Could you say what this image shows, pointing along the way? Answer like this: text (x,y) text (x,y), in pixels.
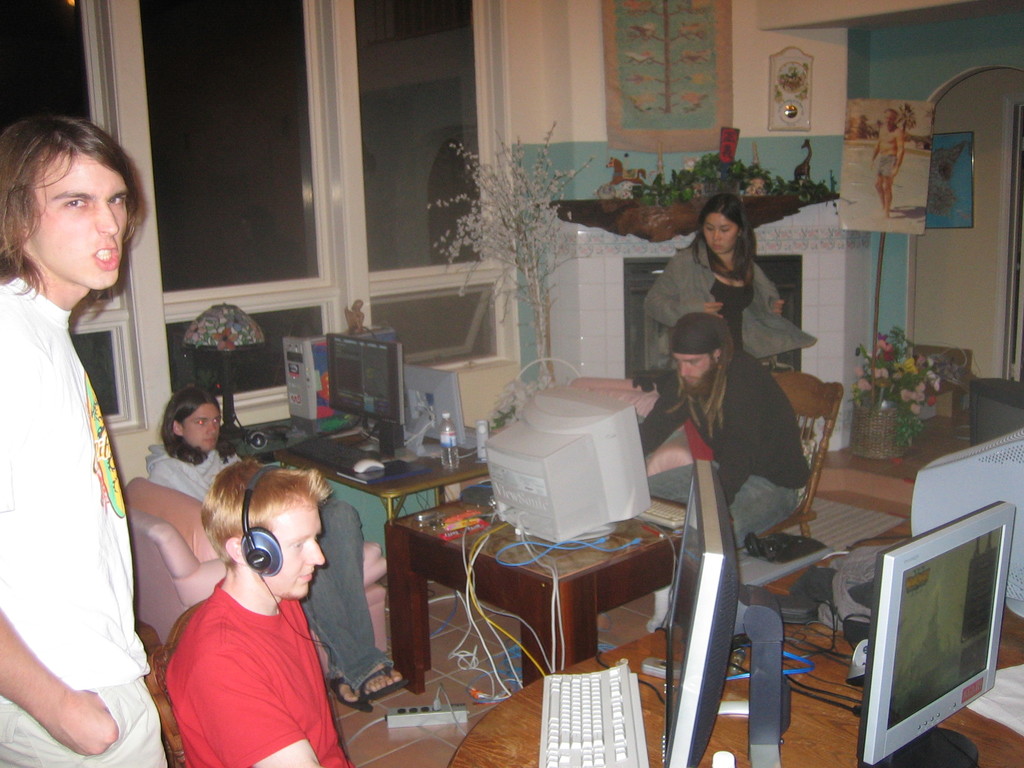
There is a room (600,348) in which there are four men (44,229) and one woman (689,261) three men (676,488) are sitting on the chair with the systems (639,505) in front of them a woman (771,299) and a man (121,591) are standing and there are many things (695,118).
